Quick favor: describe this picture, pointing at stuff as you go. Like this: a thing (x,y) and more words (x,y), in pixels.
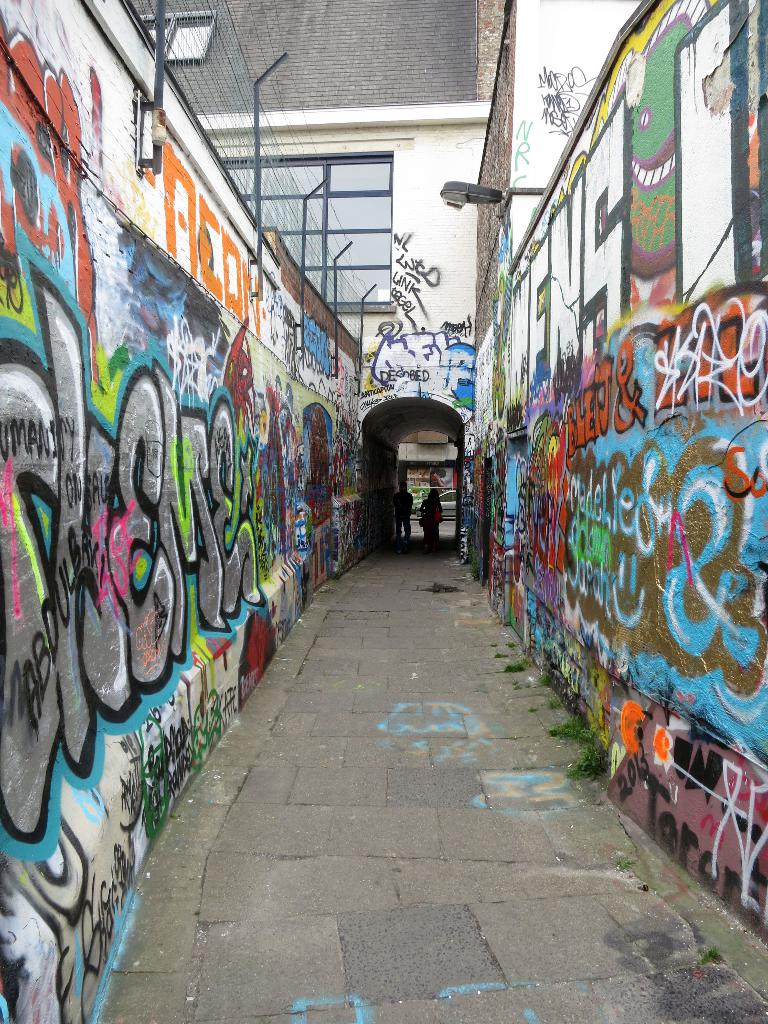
In the center of the image (339,618) we can see some people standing on a pathway (352,805). We can also see the walls (140,688) with graffiti (256,438). On the backside (323,255) we can see a fence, a street pole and a building (491,232) with windows (336,249).
